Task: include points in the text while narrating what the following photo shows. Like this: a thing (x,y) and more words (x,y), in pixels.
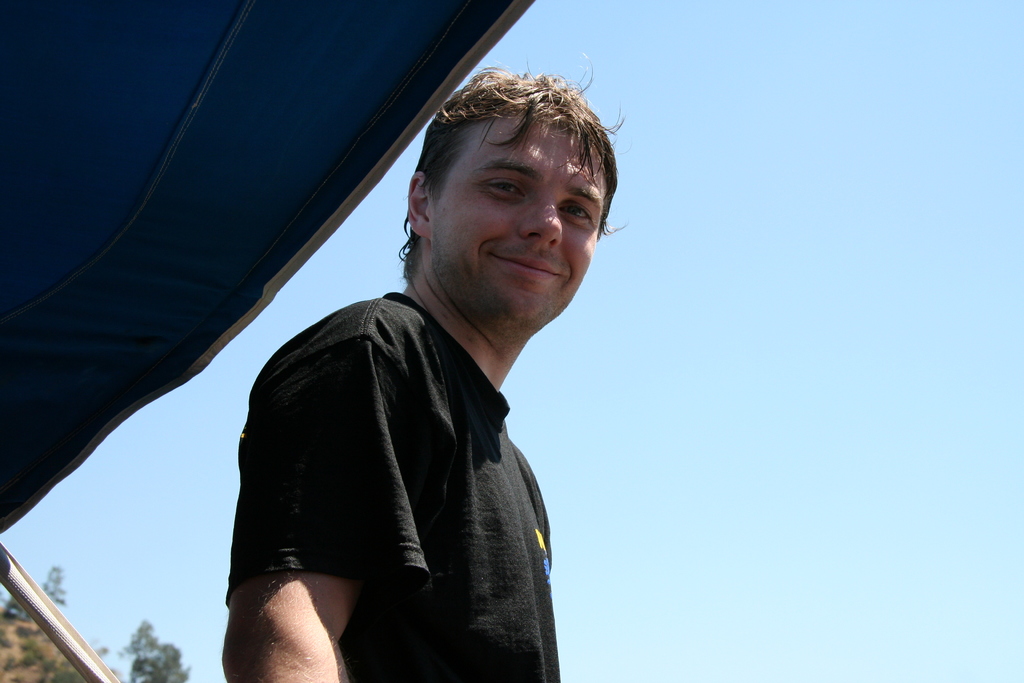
In this picture we can see a man (353,521) in the black t shirt (374,517). Behind the man (380,489), there is the sky (208,652). On the left side of the image (9,297), there are two objects (43,477) and trees (164,659).
